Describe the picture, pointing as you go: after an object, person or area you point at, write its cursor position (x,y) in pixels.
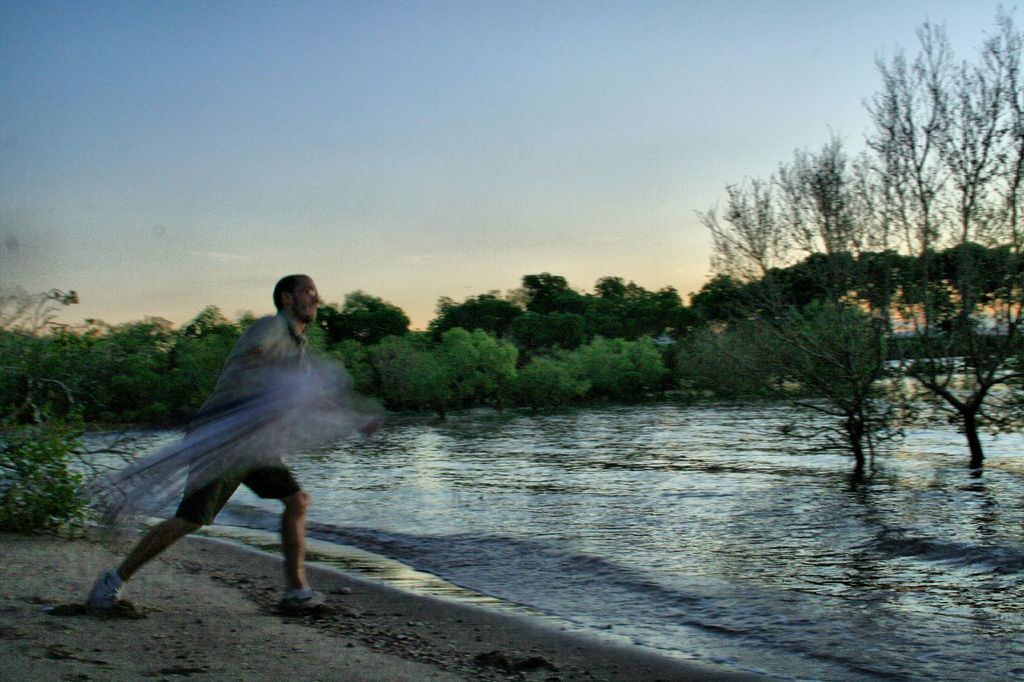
In this picture there is a man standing and holding the net (149,514). At the back (367,341) there are trees (421,357). At the top (618,129) there is sky (645,129). At the bottom (806,532) there is water (823,458) and there is ground (330,640).
